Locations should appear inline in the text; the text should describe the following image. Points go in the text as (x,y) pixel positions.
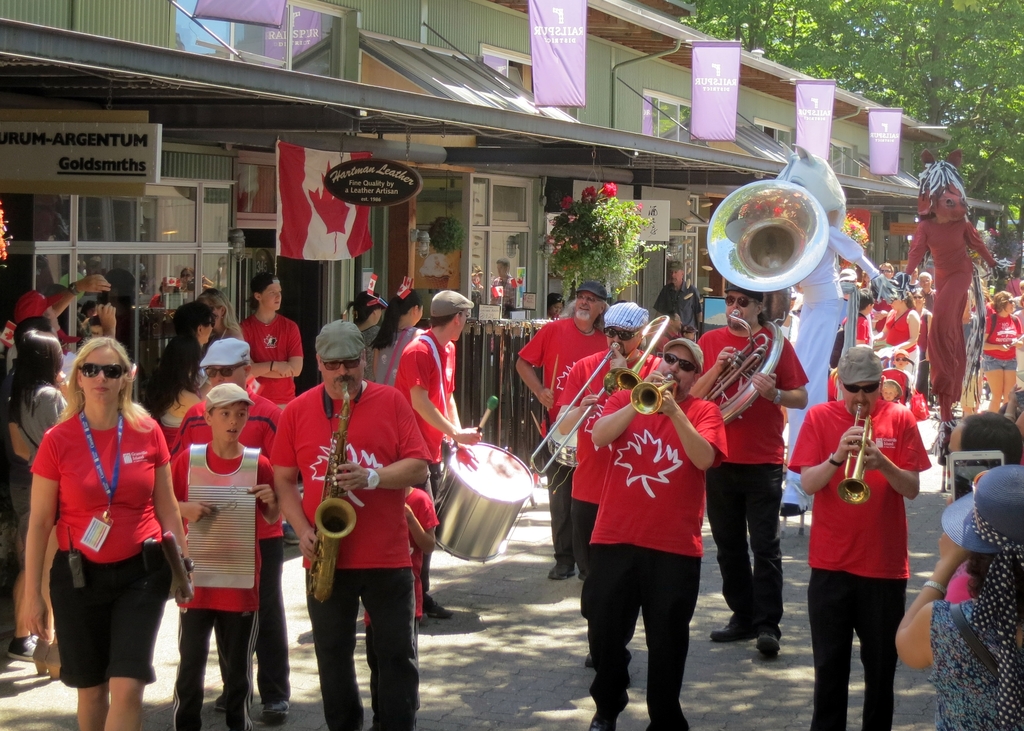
In this image we can see this people (356,463) are playing musical instruments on the road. In the background (190,233) we can see building (404,232), flags (325,223) and trees (1010,183).
